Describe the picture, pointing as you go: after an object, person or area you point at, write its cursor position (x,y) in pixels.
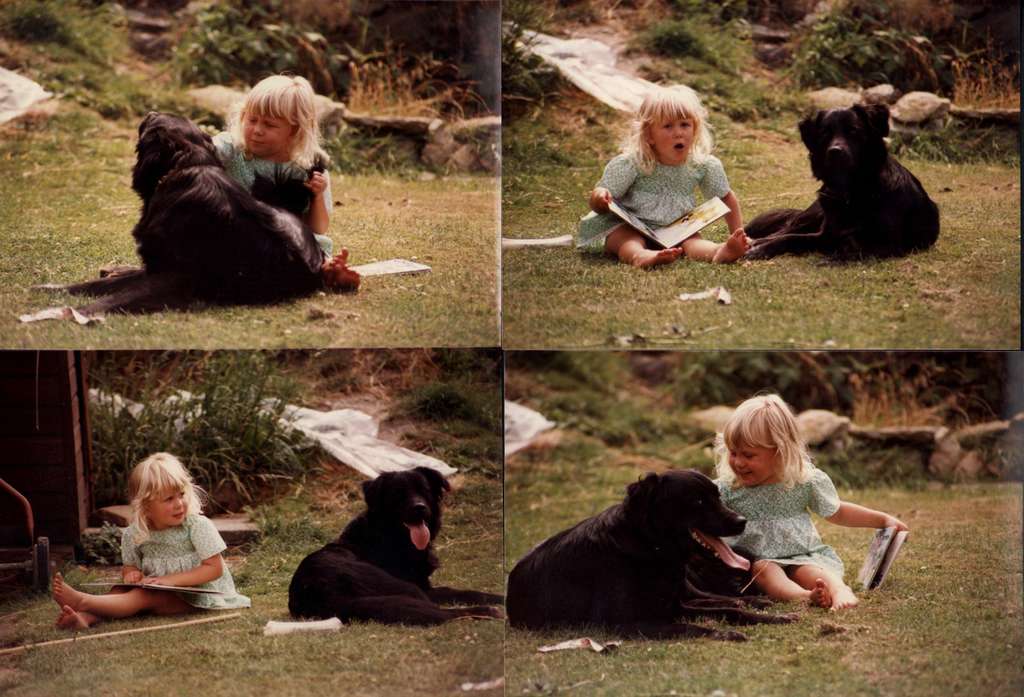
In this image I can see a girl (154,565) holding a book (137,585) and a dog (331,599) sitting in the garden (303,642).
